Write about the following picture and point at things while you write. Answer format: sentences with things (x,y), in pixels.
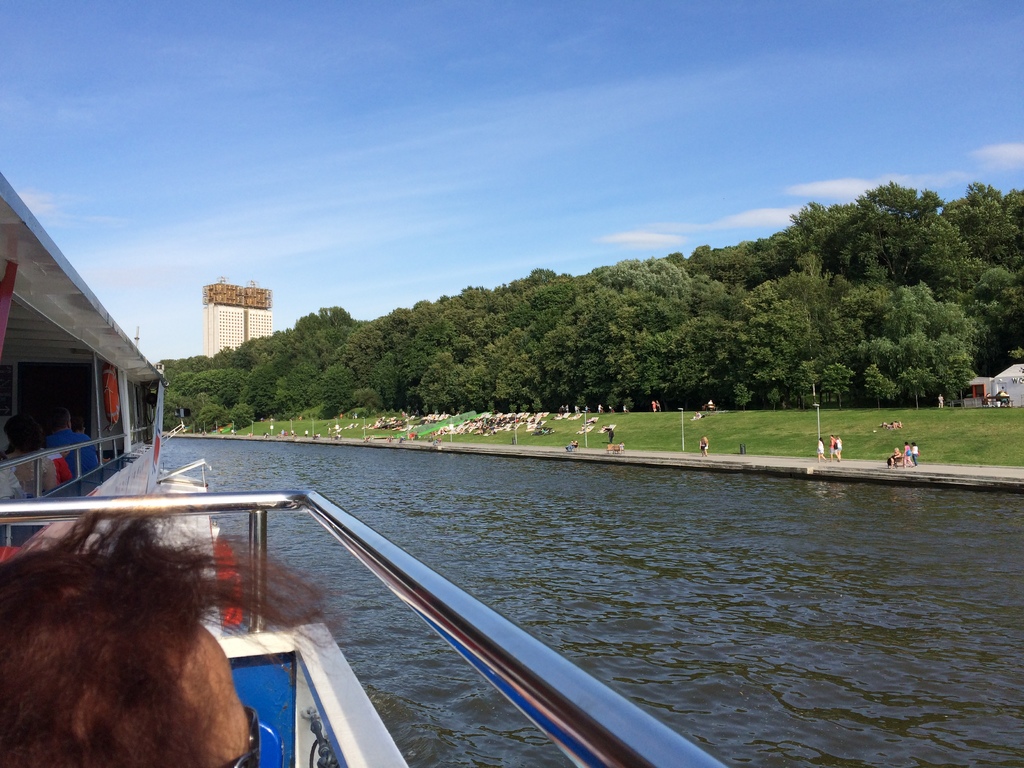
This image consists of a ship (230,609). On the right (830,602), there is water (521,533). In the background (589,331), we can see many people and trees (791,399) along with the green grass (826,433) on the ground (740,430). At the top (269,210), there is sky (552,141).
